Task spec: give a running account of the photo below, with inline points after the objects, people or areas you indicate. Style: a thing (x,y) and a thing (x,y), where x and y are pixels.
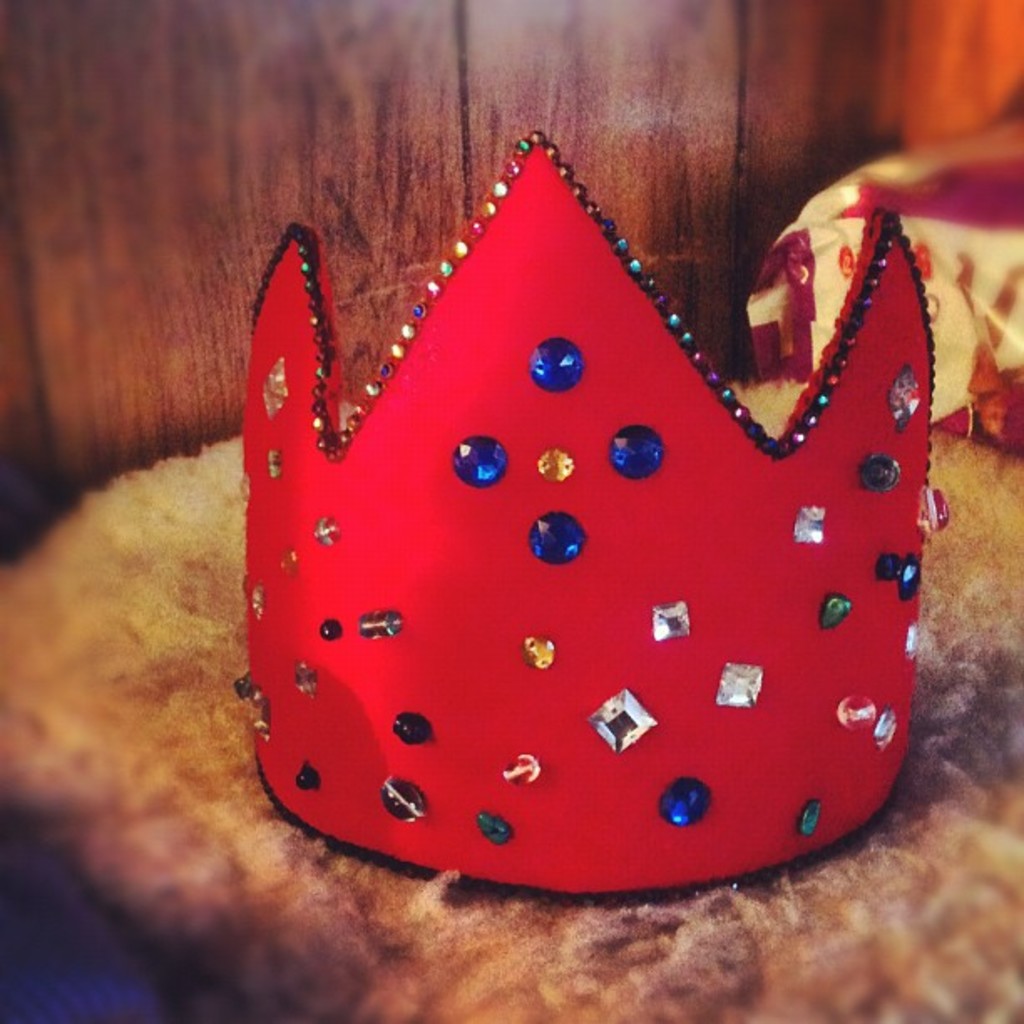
In this image we can see a crown (715,870), mat (896,849), cover (969,257) and also the wooden wall (437,161).
